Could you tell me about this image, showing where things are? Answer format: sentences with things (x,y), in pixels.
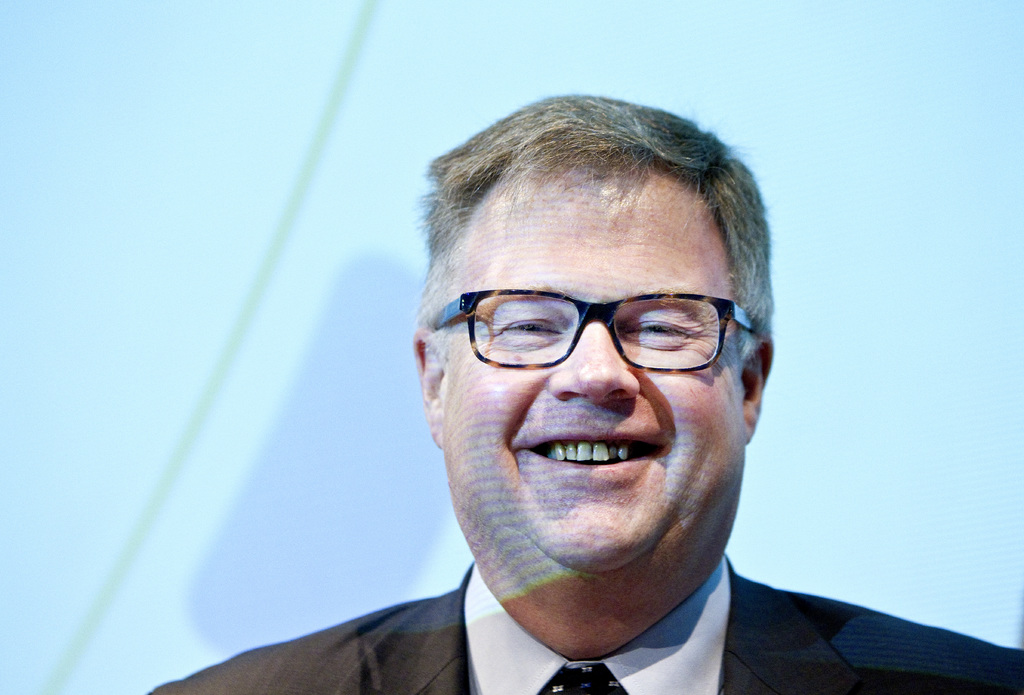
In this image we can see a person (619,624). he is smiling. he wore black color suit (758,666) and specs (691,360).
